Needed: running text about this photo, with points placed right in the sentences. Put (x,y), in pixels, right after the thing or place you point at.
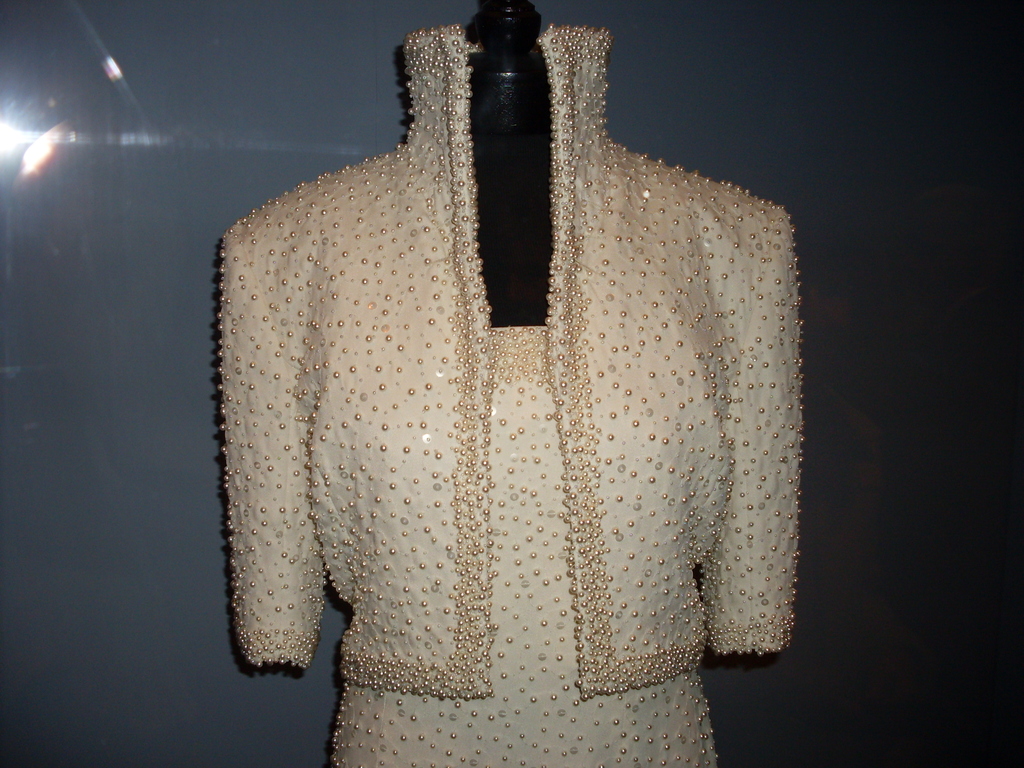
In this image we can see a dress (448,376) on a mannequin (489,215). On the backside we can see a wall (65,672).
